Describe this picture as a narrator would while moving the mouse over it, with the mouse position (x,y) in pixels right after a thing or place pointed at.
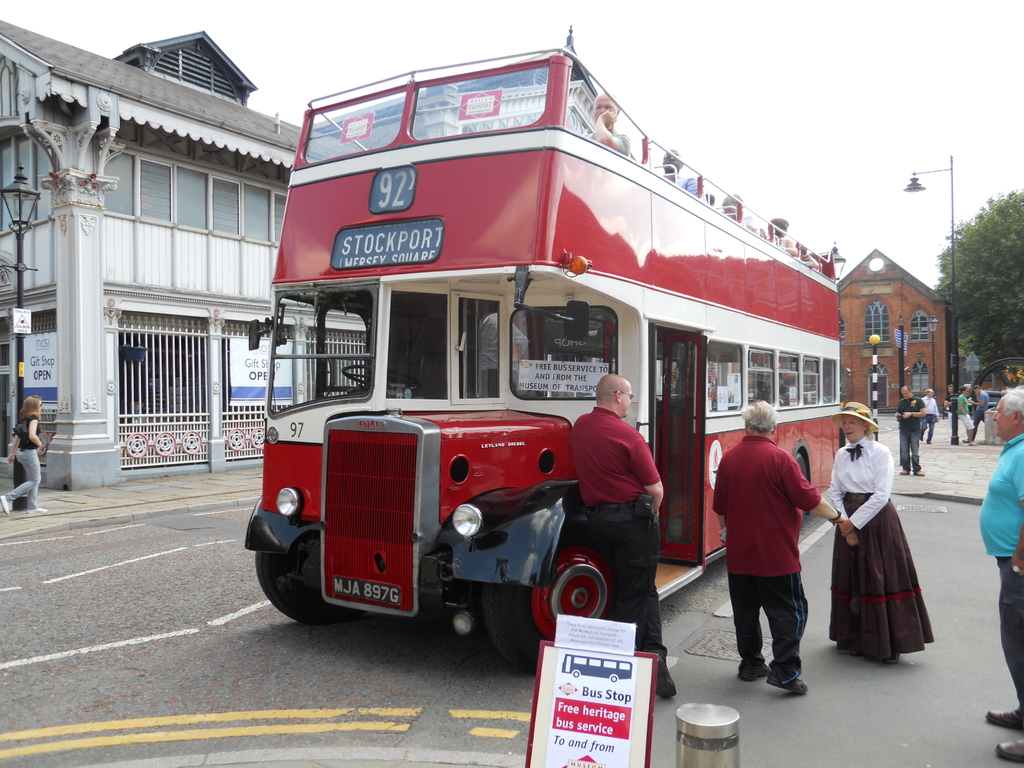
In this image there is a bus (619,291) on a road (354,634) and people (996,464) are standing, on either side of the road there are footpaths (200,473) and people (32,495) are walking on the footpath (949,427), in the background (914,386) there are houses (923,321), trees (963,291), light poles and the sky (656,52).
